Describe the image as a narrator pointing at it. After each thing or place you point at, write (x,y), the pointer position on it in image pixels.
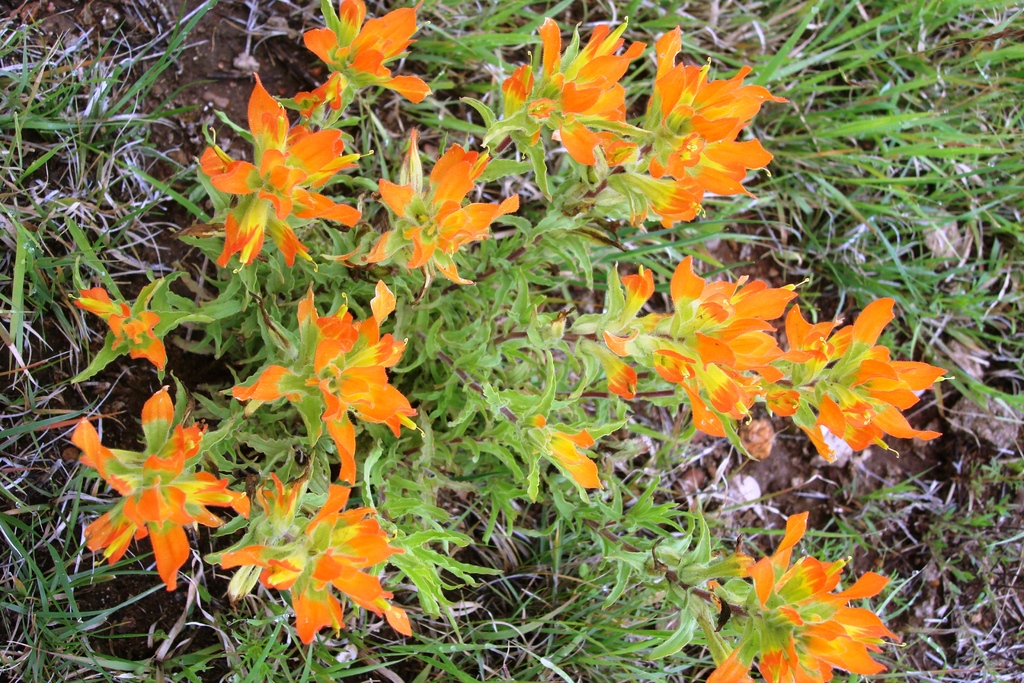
In this image, in the middle (363,324), we can see a plant (640,344) with flowers (357,401) which are in orange color. In the background (801,116), we can see a grass (861,171).
